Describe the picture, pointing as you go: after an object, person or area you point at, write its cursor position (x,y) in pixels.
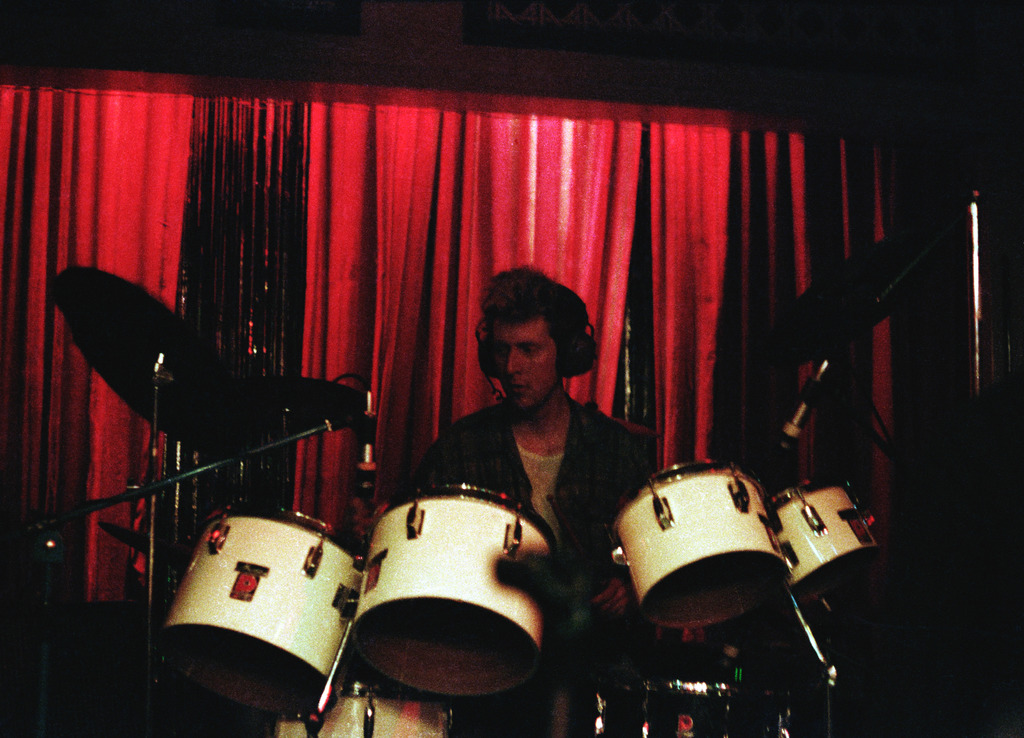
In this image we can see a person (519,464) playing musical instrument (790,531). In the background of the image (507,163) there is a red color cloth (497,178).
